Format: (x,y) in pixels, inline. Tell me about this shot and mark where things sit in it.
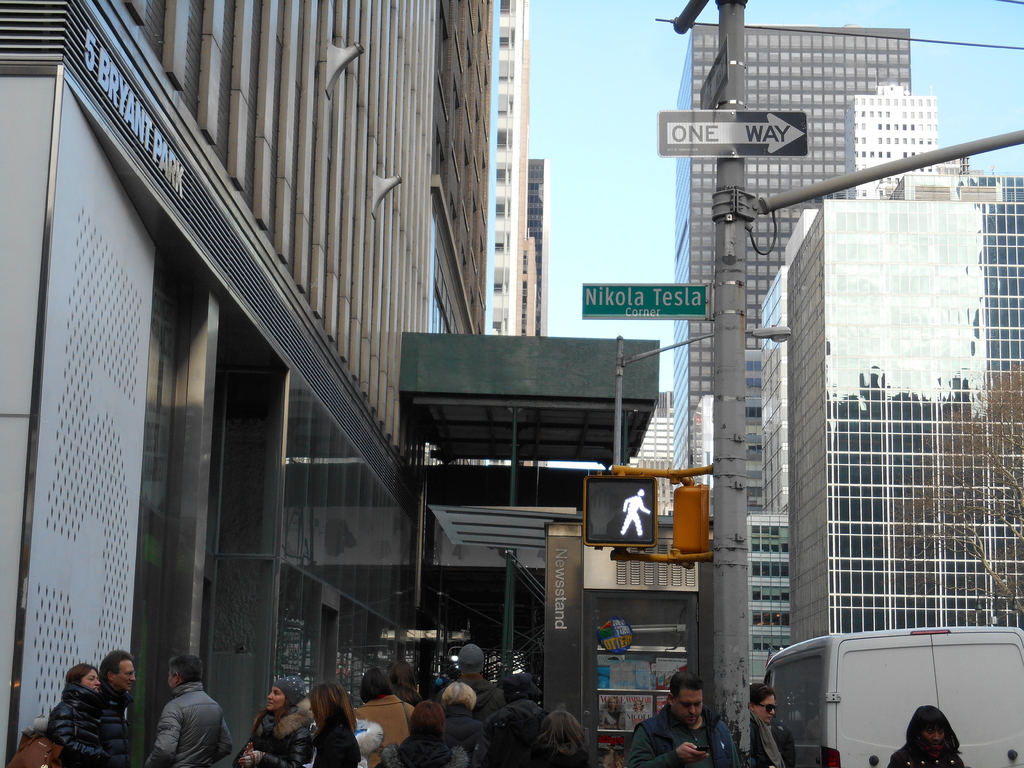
In this picture we can see some people (273,694) standing here, on the right side (904,688) there is a vehicle (948,693), we can see some buildings (475,222) here, there is a pole (734,509) and boards (767,123) here, we can see a traffic signal (617,519) here, there is sky (611,323) at the top of the picture (627,47), we can see glass (340,535) here.
